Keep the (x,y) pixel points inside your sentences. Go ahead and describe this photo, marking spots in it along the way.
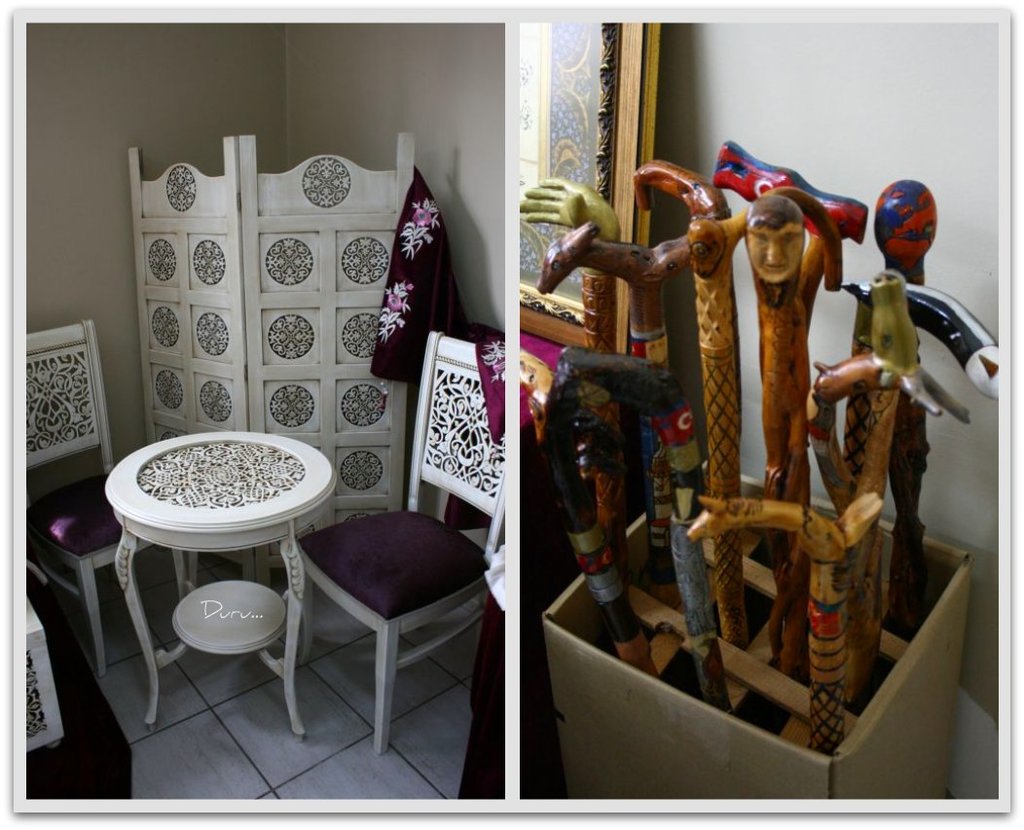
We can able to see chairs (400,586), table (295,515), container (753,733) and sticks (822,425).
